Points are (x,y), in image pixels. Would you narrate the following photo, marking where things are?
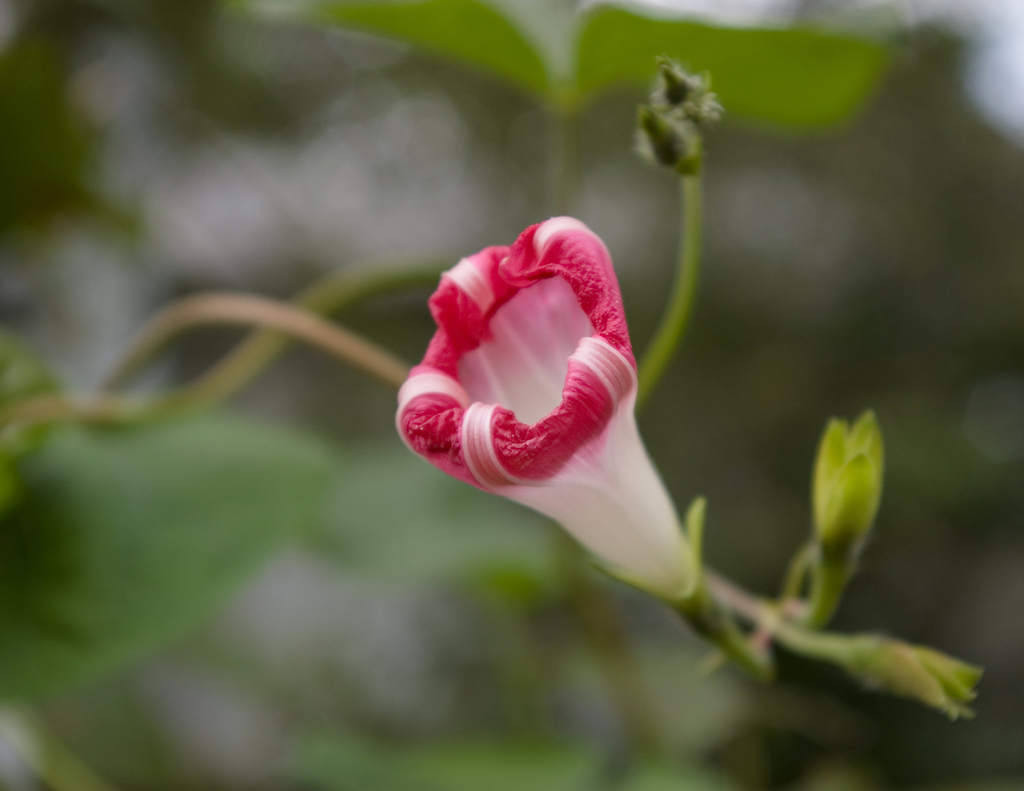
In the image in the center (605,270), we can see one flower (690,573), which is in red and white color.
